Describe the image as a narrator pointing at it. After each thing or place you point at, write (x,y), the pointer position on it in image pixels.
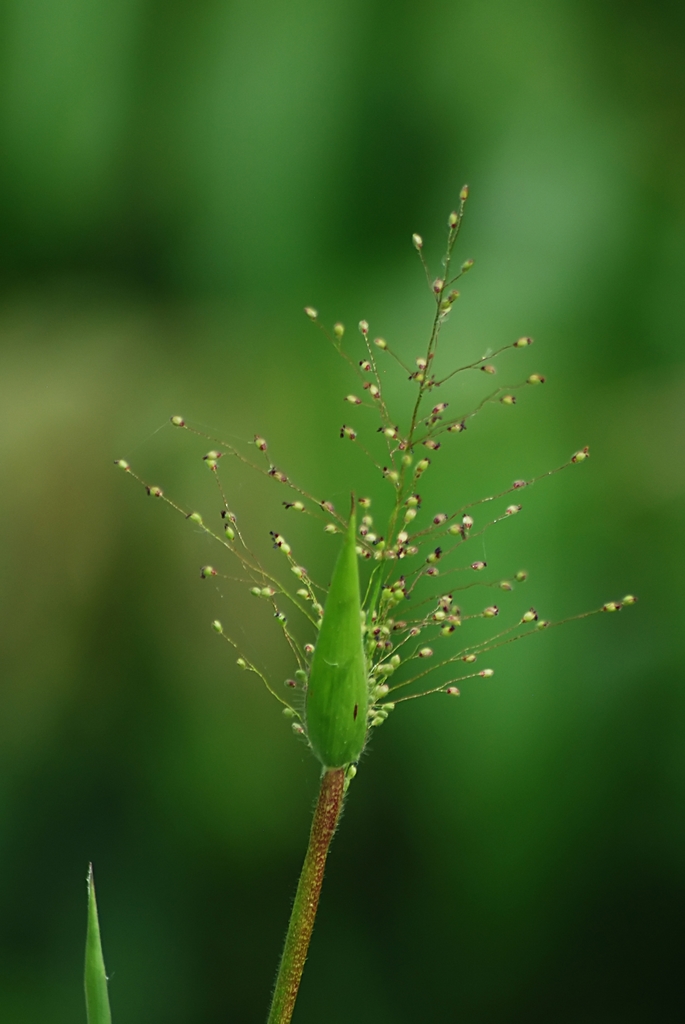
Here we can see a stem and a bud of a plant (338,528). In the background (420,601) the image is blur.
